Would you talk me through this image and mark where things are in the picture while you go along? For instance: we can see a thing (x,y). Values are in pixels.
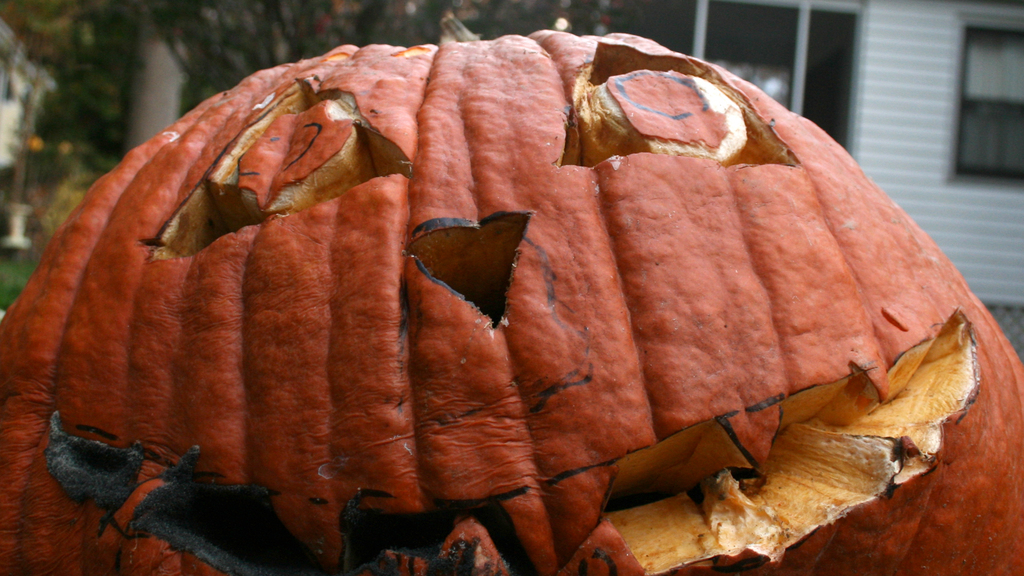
In the foreground (94,348), I can see a pumpkin (472,240). In the background (789,69), I can see a building (832,104), windows (755,78) and trees (111,11). This picture might be taken on the road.
